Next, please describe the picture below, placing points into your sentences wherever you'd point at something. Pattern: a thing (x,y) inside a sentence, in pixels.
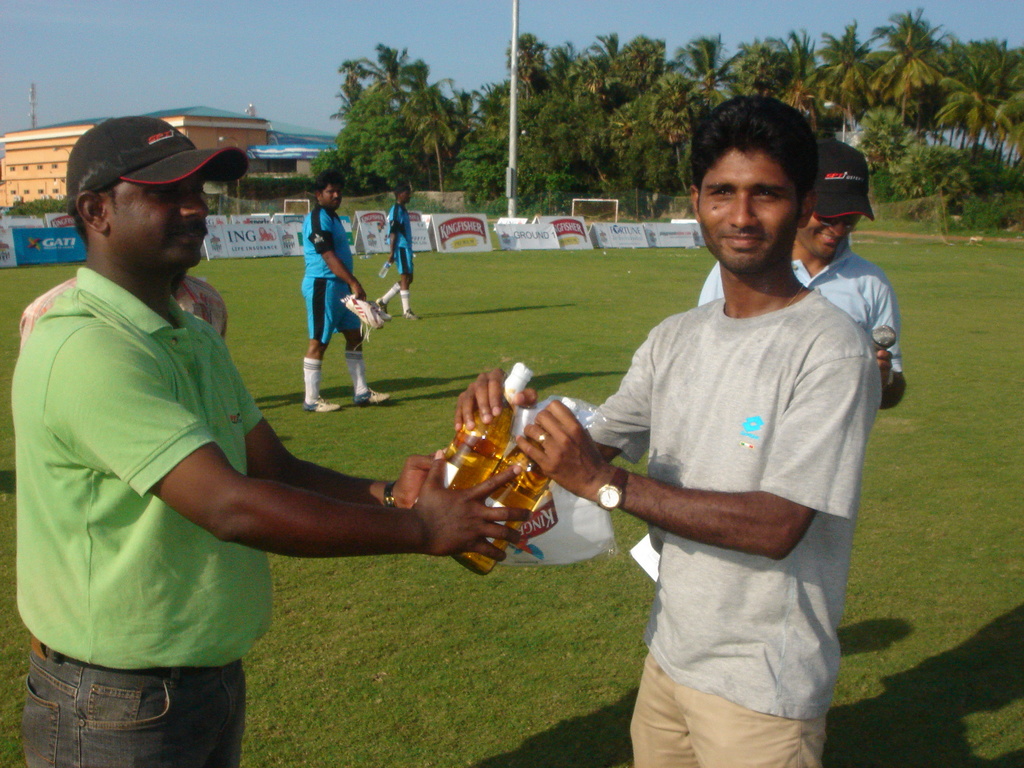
These person (515,537) are standing and these two persons (313,343) are walking and holding objects (381,318). These two persons (431,454) are holding bottles (462,433). On the background (468,91) we can see trees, building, sky (231,42), pole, banners (518,241). This is grass (431,413).
